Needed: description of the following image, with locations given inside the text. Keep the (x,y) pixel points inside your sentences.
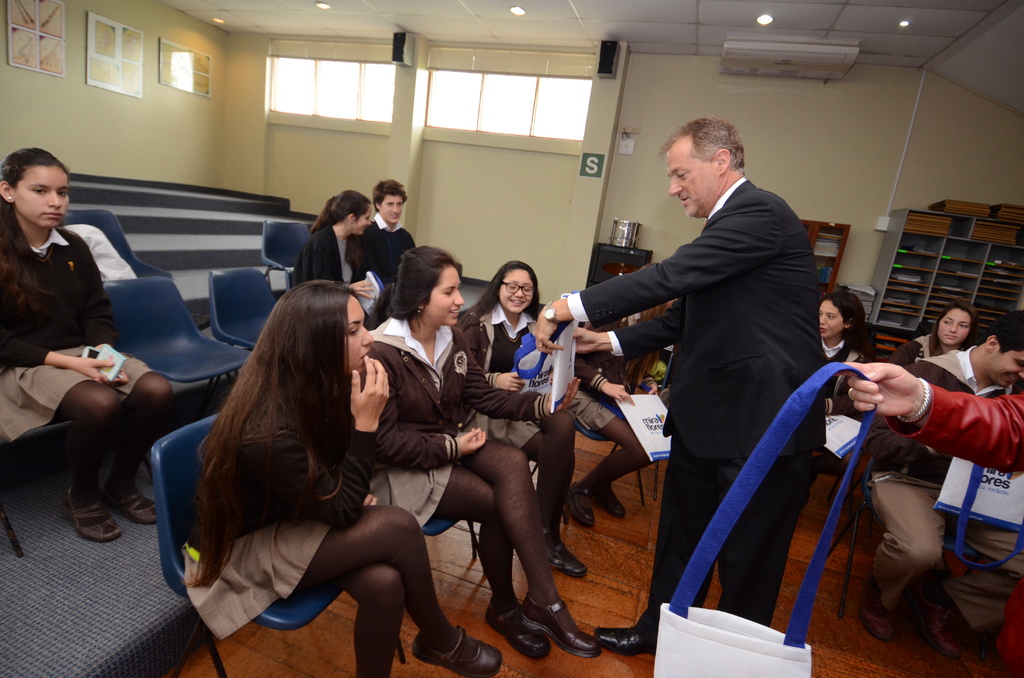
In this picture I can see group of people (619,372) sitting on the chairs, there are bags (791,635), there is a person (1016,428) holding a bag (1015,475), there is a man (625,643) standing and holding a bag (544,394), there are lights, air conditioner (821,56), speakers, there are some items (1009,210) in the rack (1016,243) and in the cupboard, there are frames (114,28) attached to the wall (200,123).
